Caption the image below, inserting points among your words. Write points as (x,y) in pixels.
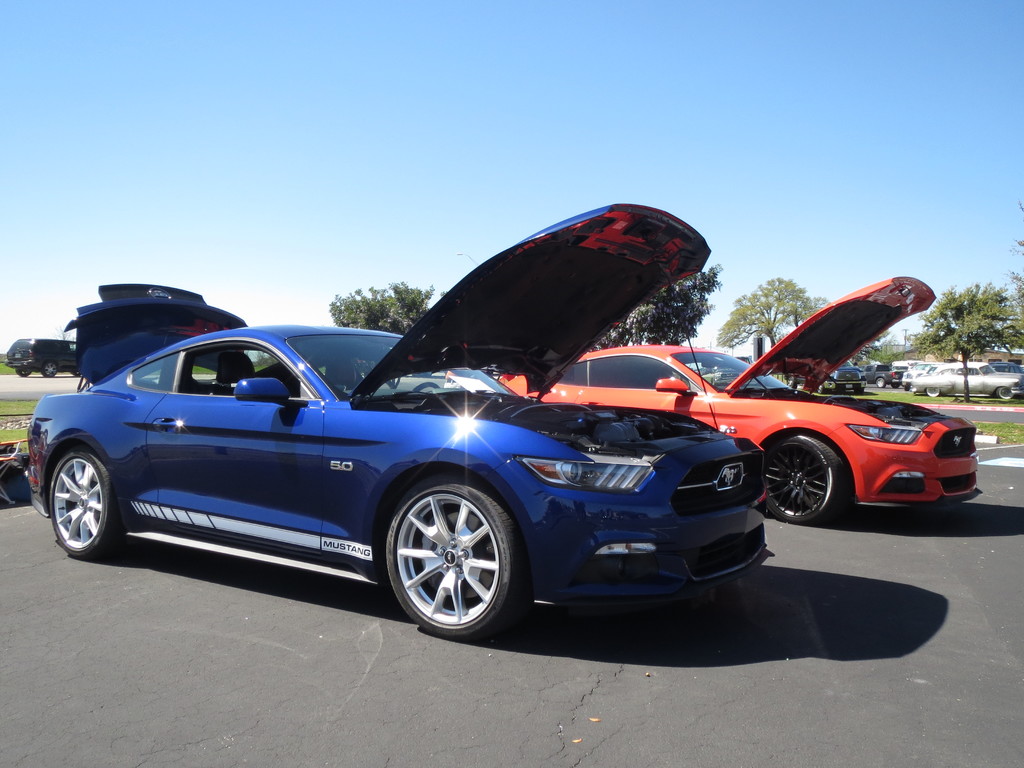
In the center of the image (451,365), we can see two cars (478,464) on the road (512,673) and in the background (925,332), there are trees (339,318) and some other vehicles (959,369).
